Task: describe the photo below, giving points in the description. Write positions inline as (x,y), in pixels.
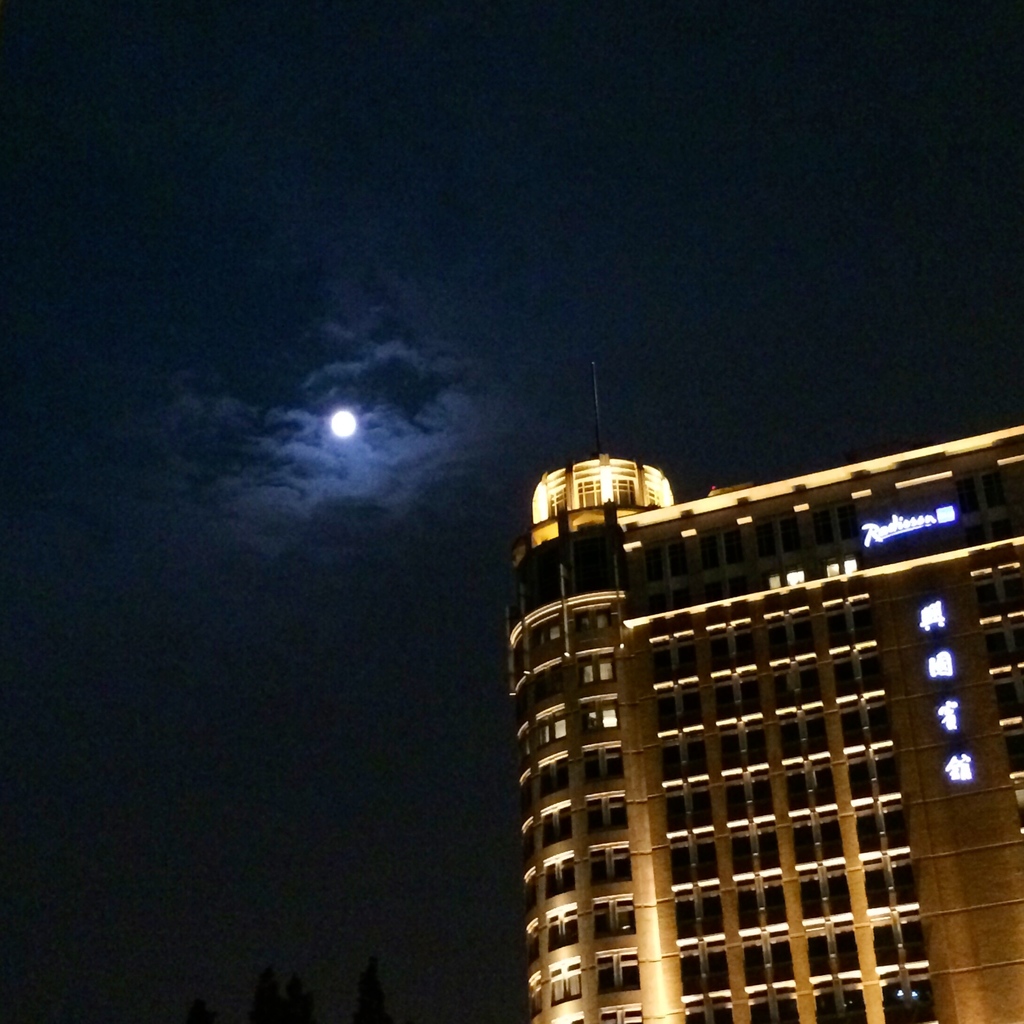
In this image in the front (694,858) there is a building (788,755) and on the building (874,650) there is some text (938,617) written on it and in the sky (441,488) there is a moon (339,423).
